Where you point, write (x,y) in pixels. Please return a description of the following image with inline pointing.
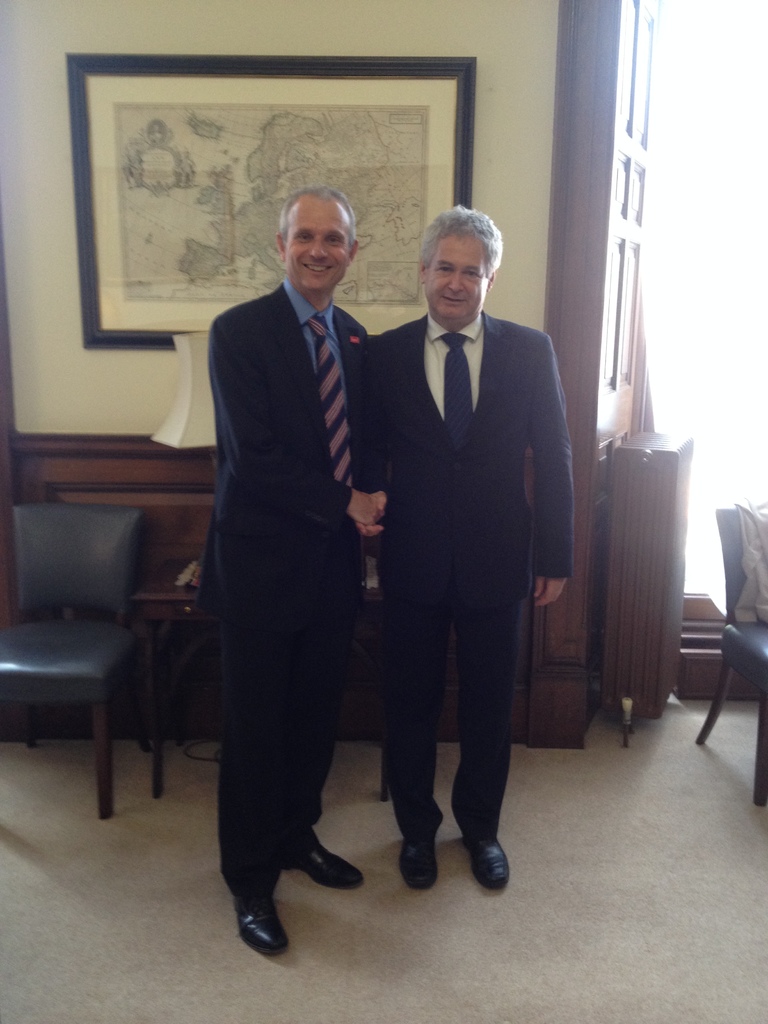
In this image I can see two men (350,553) wearing black suit (433,479) holding their hands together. I can also see this chair (66,648) and a wall (63,730) with a photo (166,150).
